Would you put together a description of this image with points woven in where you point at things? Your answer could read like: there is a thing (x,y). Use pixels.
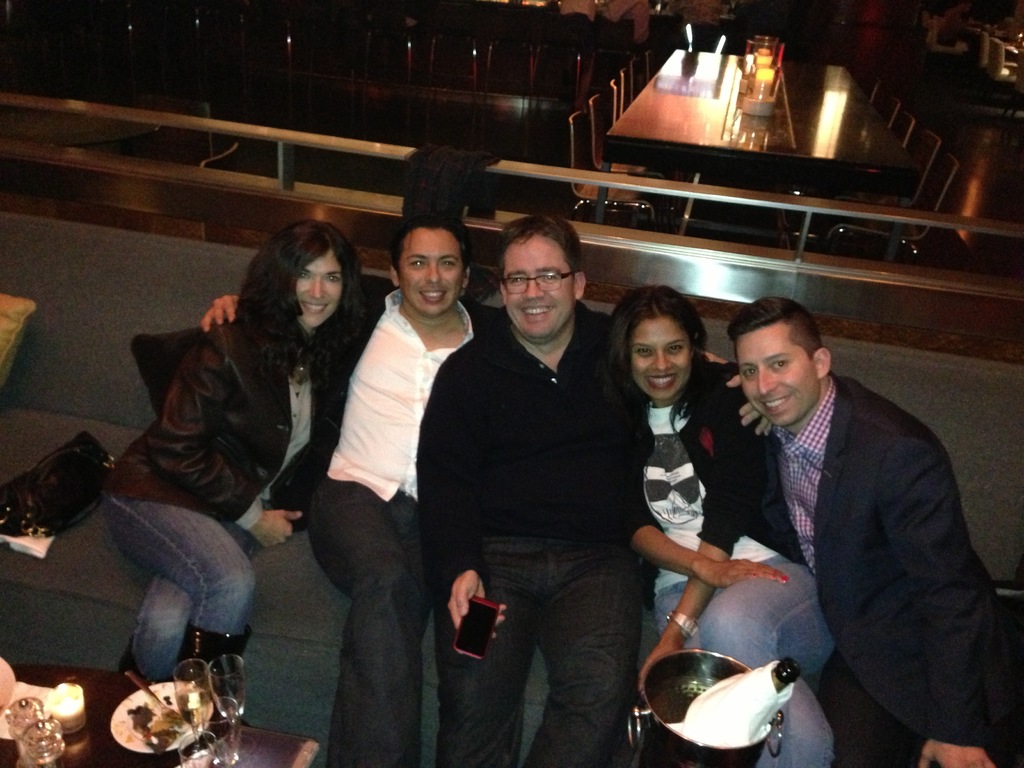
This is an inside view picture of a restaurant (156,328). In the background (824,77) we can see the chairs (926,156), table (800,131) and we can see few objects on a table (855,171). In this picture we can see the people (538,467) sitting on a sofa (107,378) and all are smiling. We can see a bag (92,496) on the sofa (22,600). At the bottom portion of the picture (167,707) we can see the food (165,738) in the plate (121,716), fork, glasses (206,733), candles (71,706), few glass objects (34,739), table (261,751), bottle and other objects (774,720).
